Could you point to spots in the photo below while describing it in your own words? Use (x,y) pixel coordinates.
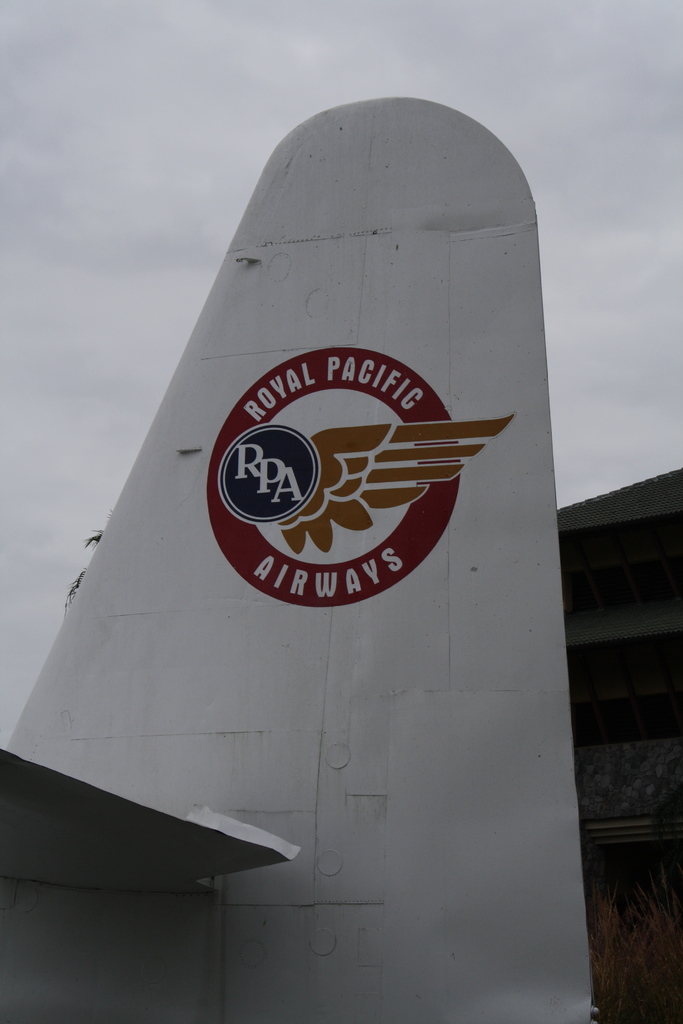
In this picture we can see plane's wing (510,551) near to the shed (580,693). here we can see logo (375,398) of a company. On the top (381,24) we can see sky (381,42) and clouds (381,42). Here it's a tree (73,583).
